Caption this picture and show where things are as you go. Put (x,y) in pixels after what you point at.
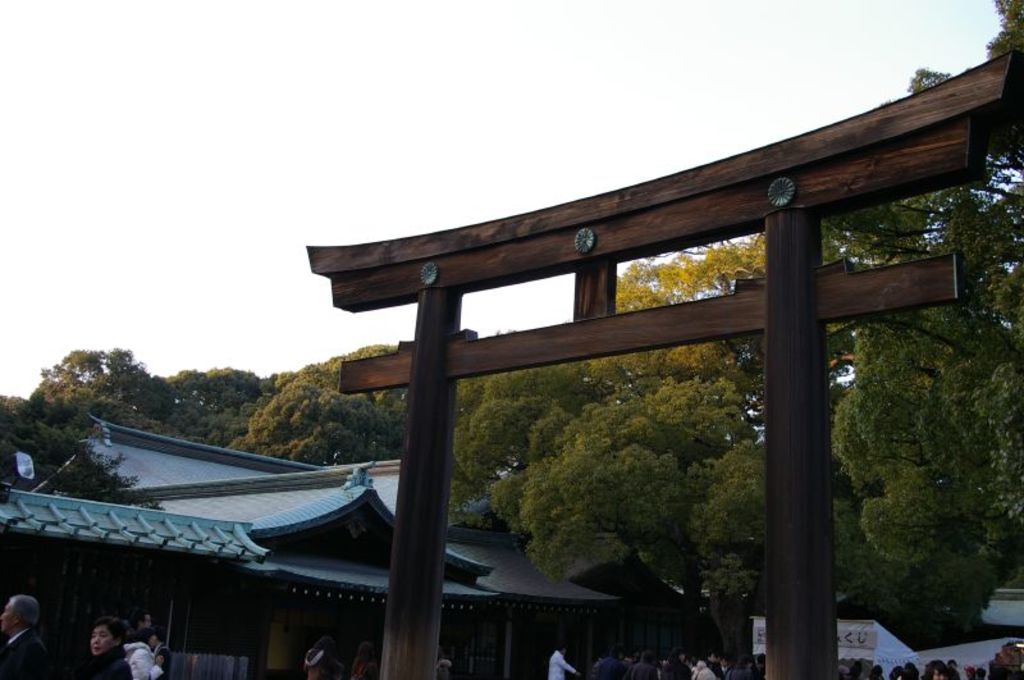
In this image, we can see sheds (236,529), people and tents (962,657). In the background (352,428), there is a wooden arch (446,427) and there are trees (664,412) and we can see some lights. At the top (119,80), there is sky (147,99).
